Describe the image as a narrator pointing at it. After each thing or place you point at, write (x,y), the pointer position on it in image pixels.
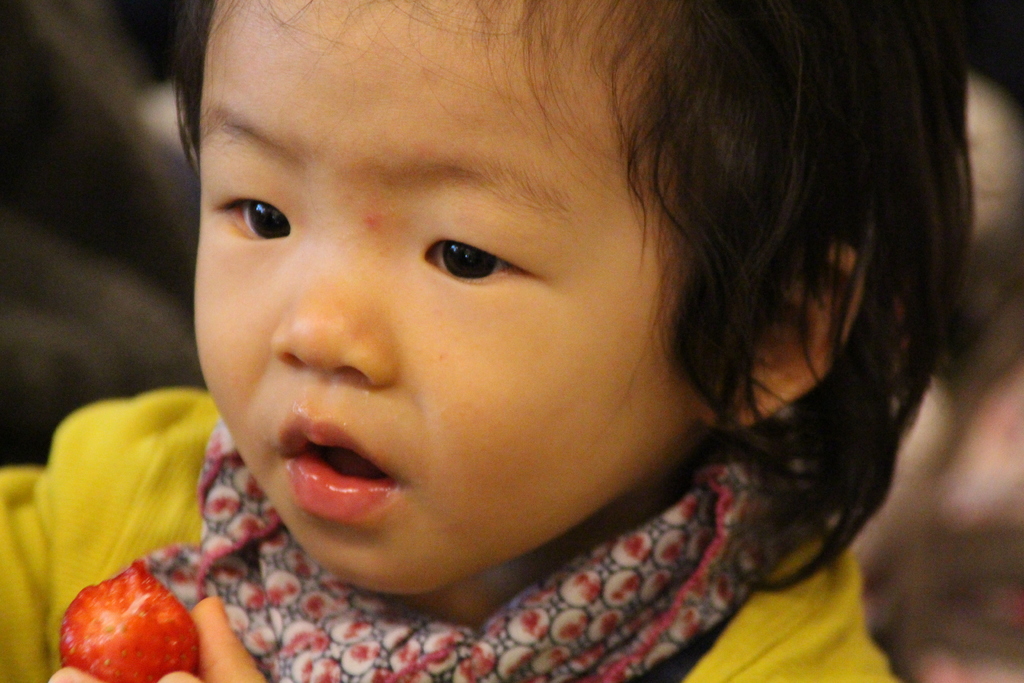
In this picture i can see a kid (468,531) and a human hand (211,665) holding strawberry (132,617).
